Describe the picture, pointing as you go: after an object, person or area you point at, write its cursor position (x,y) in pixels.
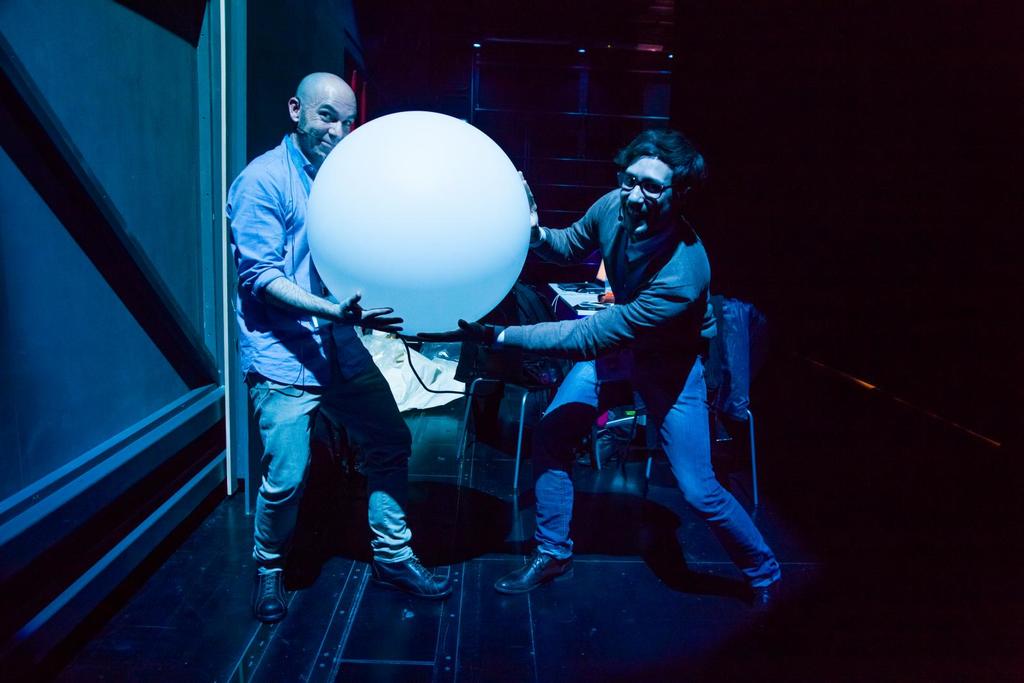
In this image we can see two persons (312,138) are standing, and smiling, and holding a balloon (384,219) in the hand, at the back (556,312) there is a table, and some objects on it, there are chairs (473,390), there is a wall (42,90), the background (826,113) is dark.
